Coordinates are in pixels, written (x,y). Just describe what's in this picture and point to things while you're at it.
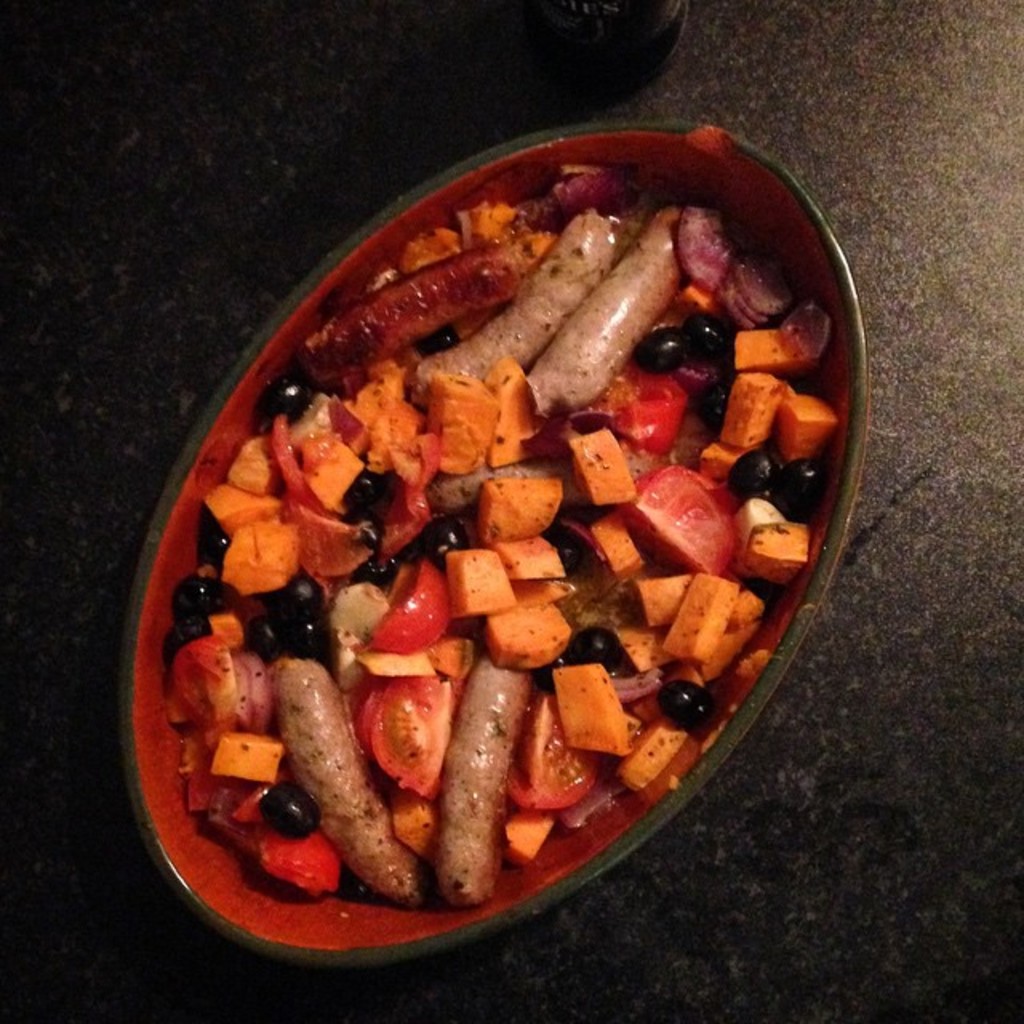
In this image, we can see there are vegetable pieces (269,581), fruits (389,749) and other food items (480,853) placed in an orange color bowl (203,876). This bowl (678,145) is placed on a surface (379,119). And the background (848,64) is dark in color.
